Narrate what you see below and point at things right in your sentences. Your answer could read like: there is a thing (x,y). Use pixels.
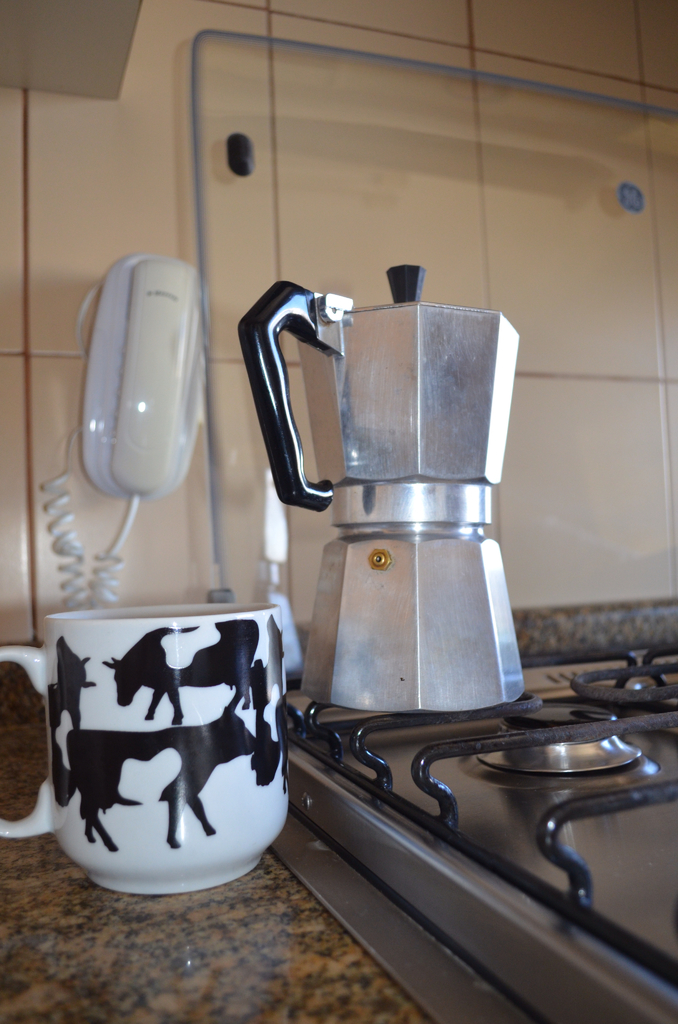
At the bottom of the image (333,812) there is stove (568,660) and there is cup (111,622) and coffee pot (384,452). At the top of the image (564,3) there is a wall (639,348), on the wall (104,504) there is a landline phone (193,365).
